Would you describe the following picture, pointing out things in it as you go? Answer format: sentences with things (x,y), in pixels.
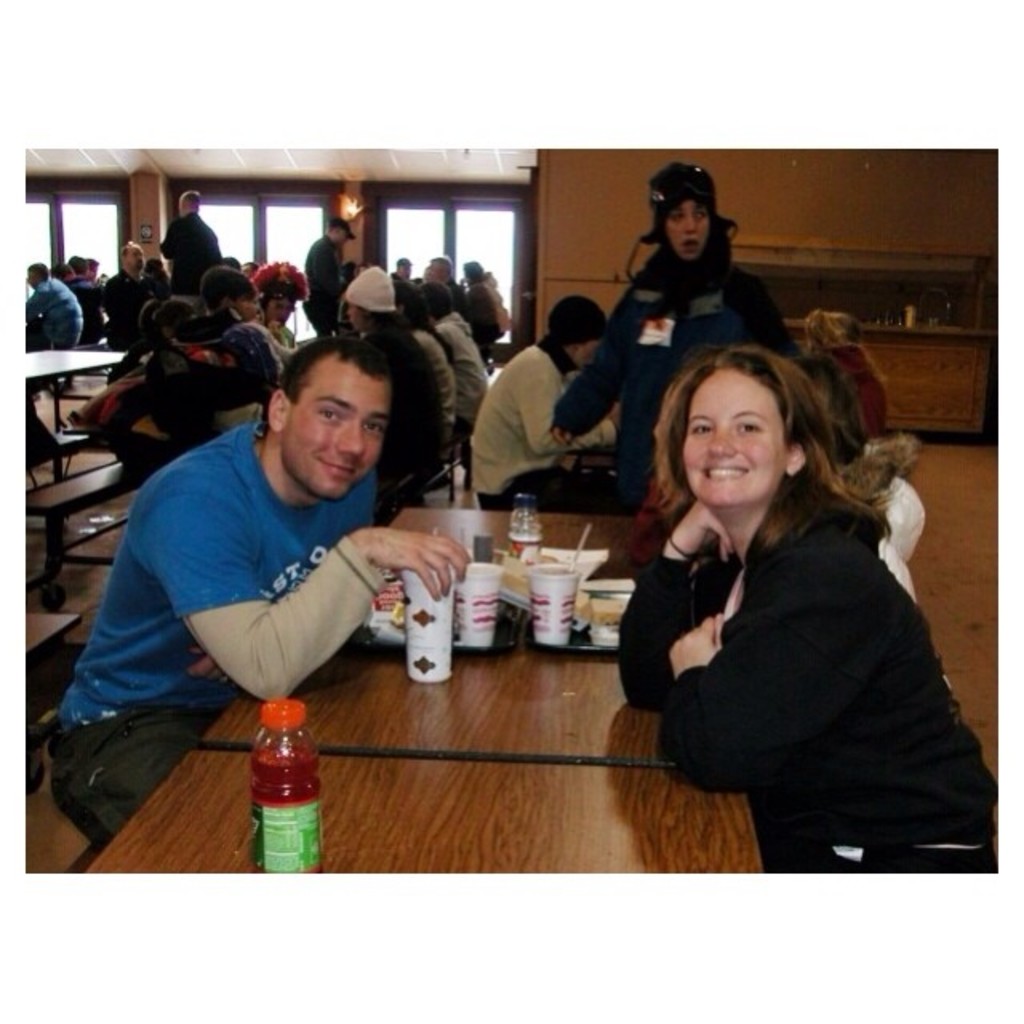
In this picture there is a man (230,571) sitting, there is a table (654,742) in front of them which has food (595,630) on it. In the backdrop (441,322) there are some other people (195,311) sitting and having their meal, there is a window (505,221) and a wall (147,209).
